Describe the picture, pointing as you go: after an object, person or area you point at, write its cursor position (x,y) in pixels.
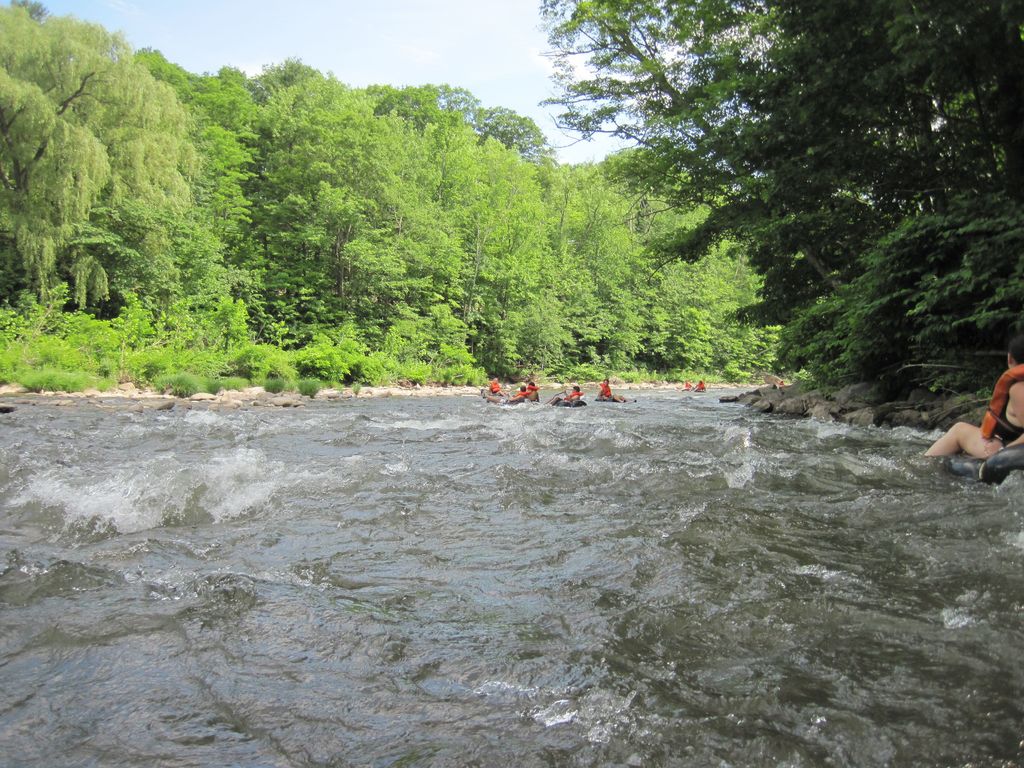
In the image there is a river (463,556) in the middle (633,443) with trees (900,217) on either side of it and some people (1023,419) sitting on tubes (1003,473) and above its sky (345,42).
